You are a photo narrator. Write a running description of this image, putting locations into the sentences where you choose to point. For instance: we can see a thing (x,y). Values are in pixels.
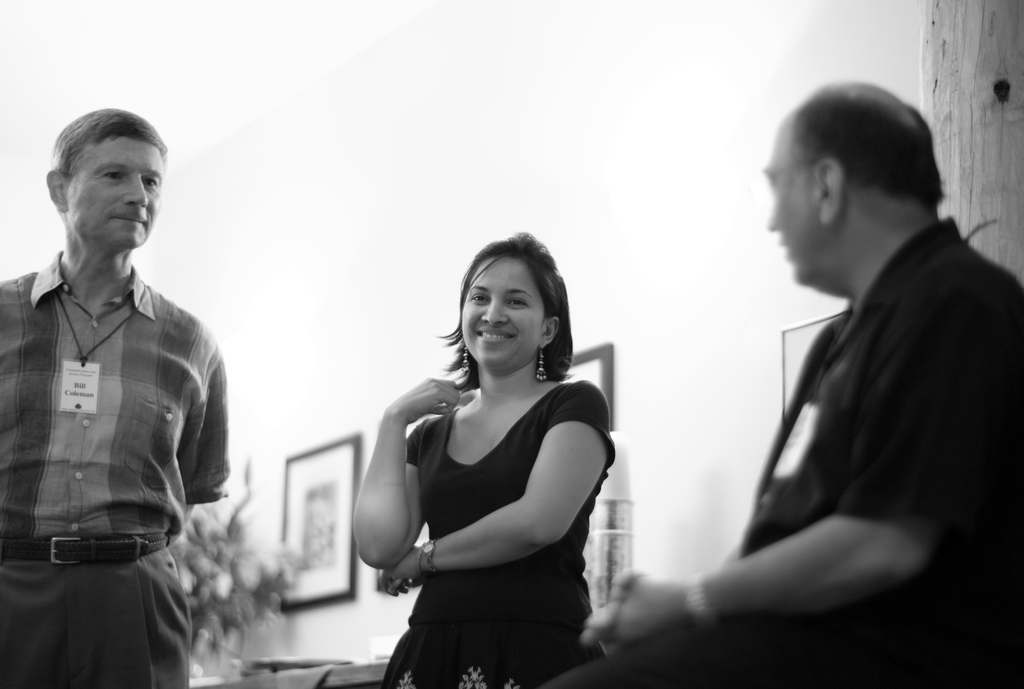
In this picture we can see two men (813,454) and a woman (565,471), in the background (341,514) there is a wall (699,179), we can see photo frames (341,496) on the wall (780,295), we can also see a plant (249,604) in the background (251,551), it is a black and white image.
